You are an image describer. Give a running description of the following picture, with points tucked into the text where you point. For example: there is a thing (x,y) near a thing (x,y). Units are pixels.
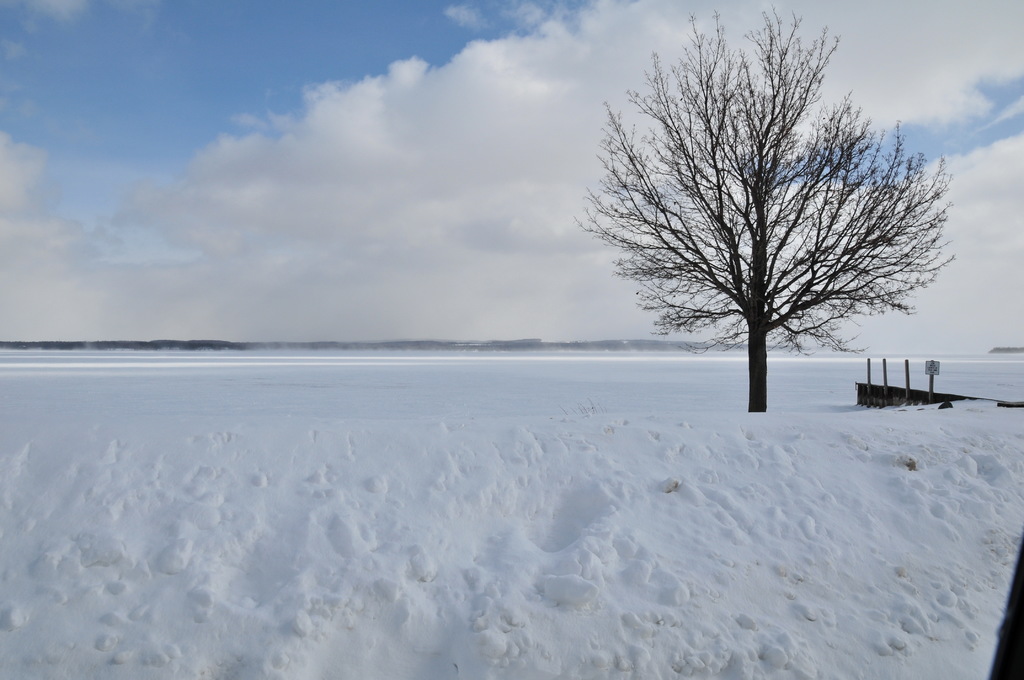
In the picture there is a open land (423,502) which is covered with the snow (692,523), which is covered with the complete snow (420,400) all over the land (321,486). And there is a tree (725,287) and there are four poles (933,377) which are visible in the snow (569,429). And in the background (227,301) there are clouds (400,197) all over the sky (480,168) and we can observe sky (192,53) too.
